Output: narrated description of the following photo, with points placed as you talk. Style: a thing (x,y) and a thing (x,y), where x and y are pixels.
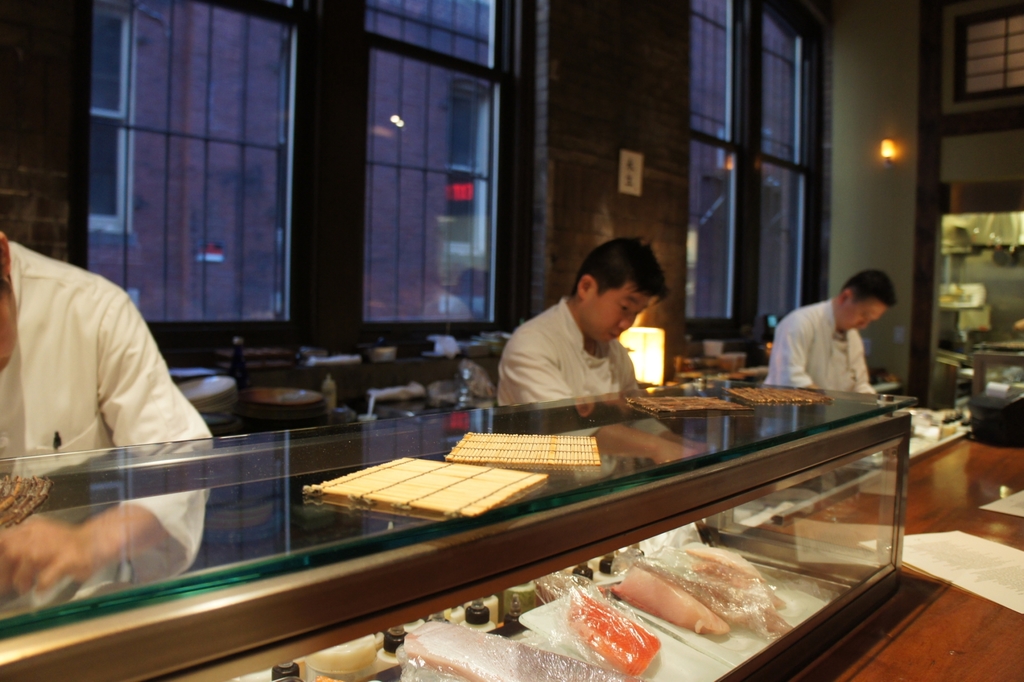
Here in this picture we can see three men (79,395) standing in white apron (118,389) in front of a table (704,435) and they are preparing food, as we can see the rack (591,551) with food (673,588) in the front (700,584) and behind them we can see windows (273,198) of the building (740,269) and through the building (750,280) we can see another buildings (436,233), we can see lights (893,144) on wall (894,158) here and there.
